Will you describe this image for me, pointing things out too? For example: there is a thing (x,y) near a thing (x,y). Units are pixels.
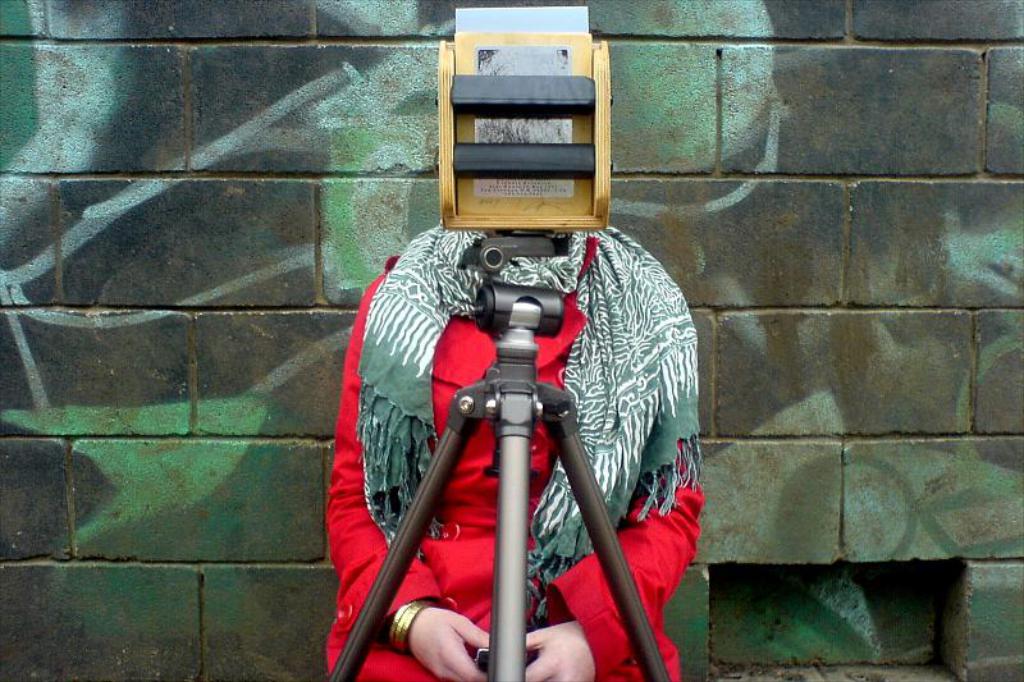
In this image I can see the person (387,464) sitting in-front of the camera and wearing the red, green and white color dress (567,508). In the background (188,197) I can see the wall (200,157).
